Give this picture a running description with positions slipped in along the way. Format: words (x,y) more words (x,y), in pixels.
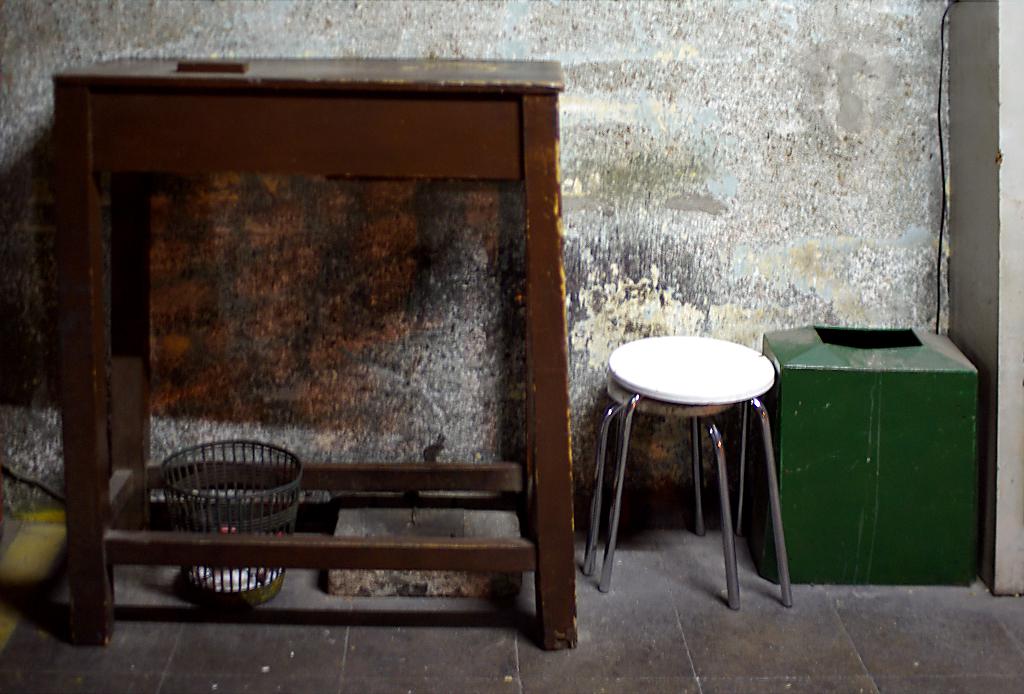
In this picture we can see a table (546,299), stool (788,594) on the floor (807,616), here we can see a basket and some objects (923,572) and we can see a wall (618,427) in the background (961,12).
